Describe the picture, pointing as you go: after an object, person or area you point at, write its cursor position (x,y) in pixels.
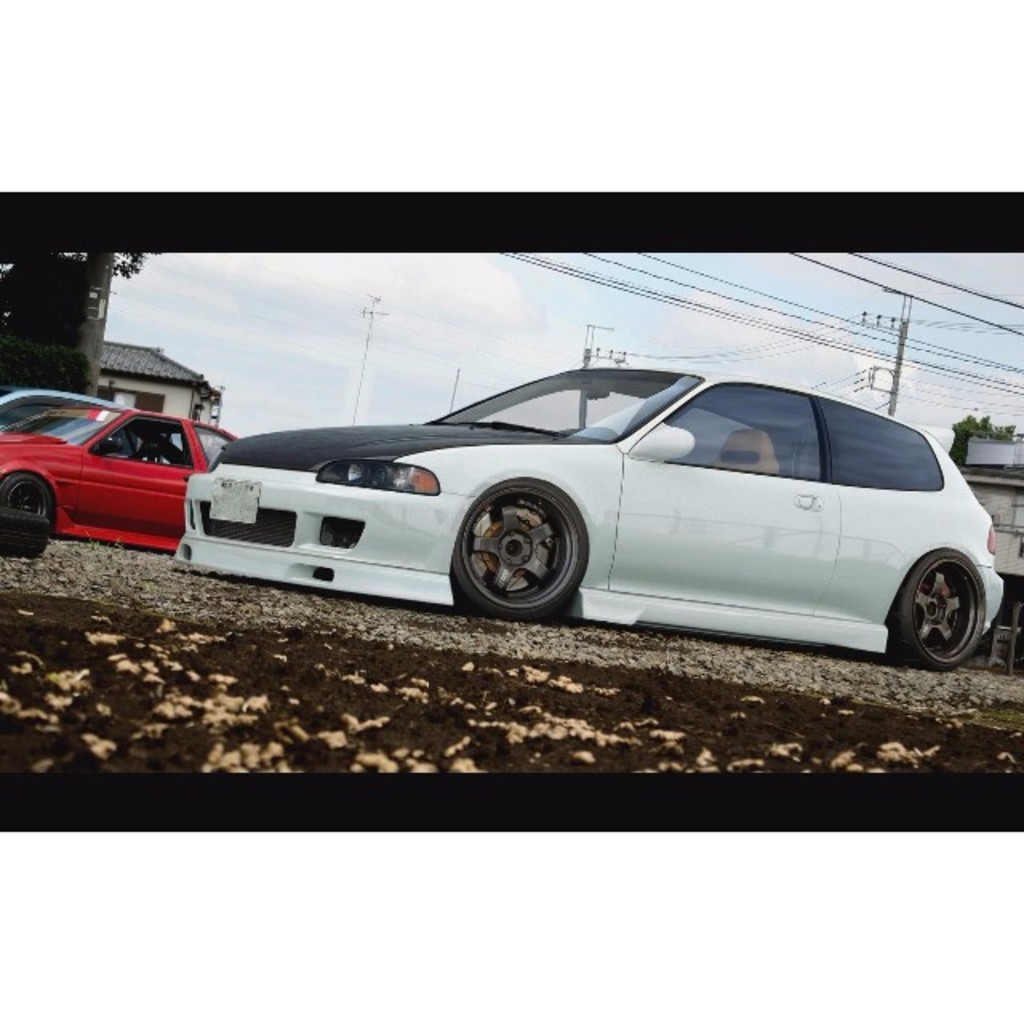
In this image in the center (446,494) there are two cars (345,510) and in the background (985,460) there are some houses (985,460), poles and wires (956,373). At the bottom (196,698) there is soil (825,714).
